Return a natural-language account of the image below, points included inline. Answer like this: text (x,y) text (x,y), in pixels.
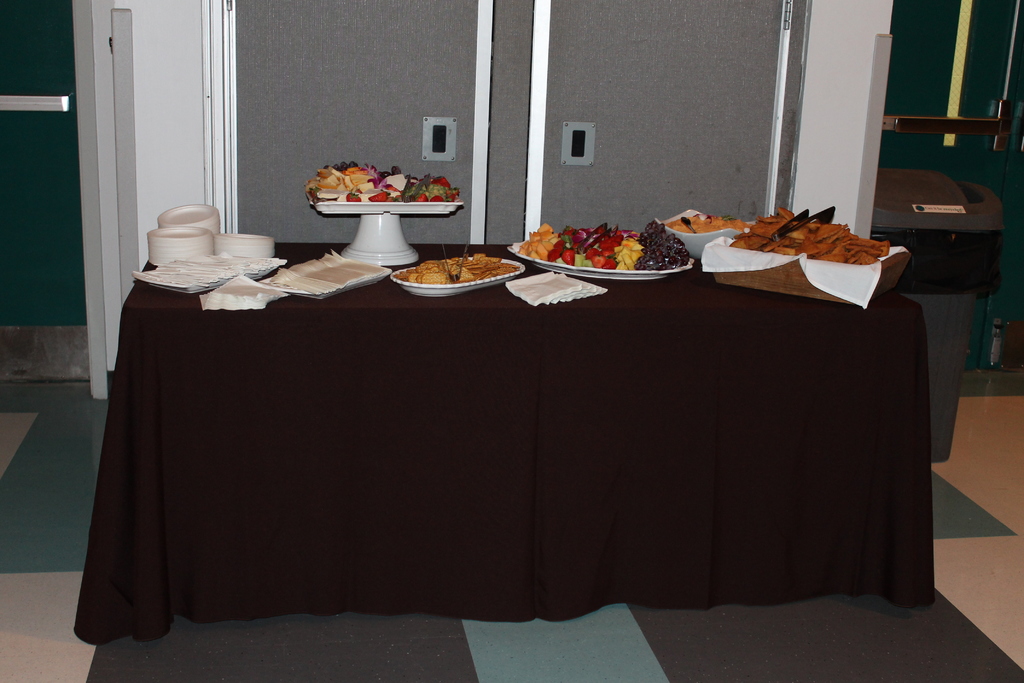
In the middle of the image (597,306) we can see a table (531,264), on the table (153,331) we can see some bowls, plates (229,247), food (605,243) and papers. Behind the table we can see a wall (170,42), on the wall (501,188) we can see some cupboards (257,32).
